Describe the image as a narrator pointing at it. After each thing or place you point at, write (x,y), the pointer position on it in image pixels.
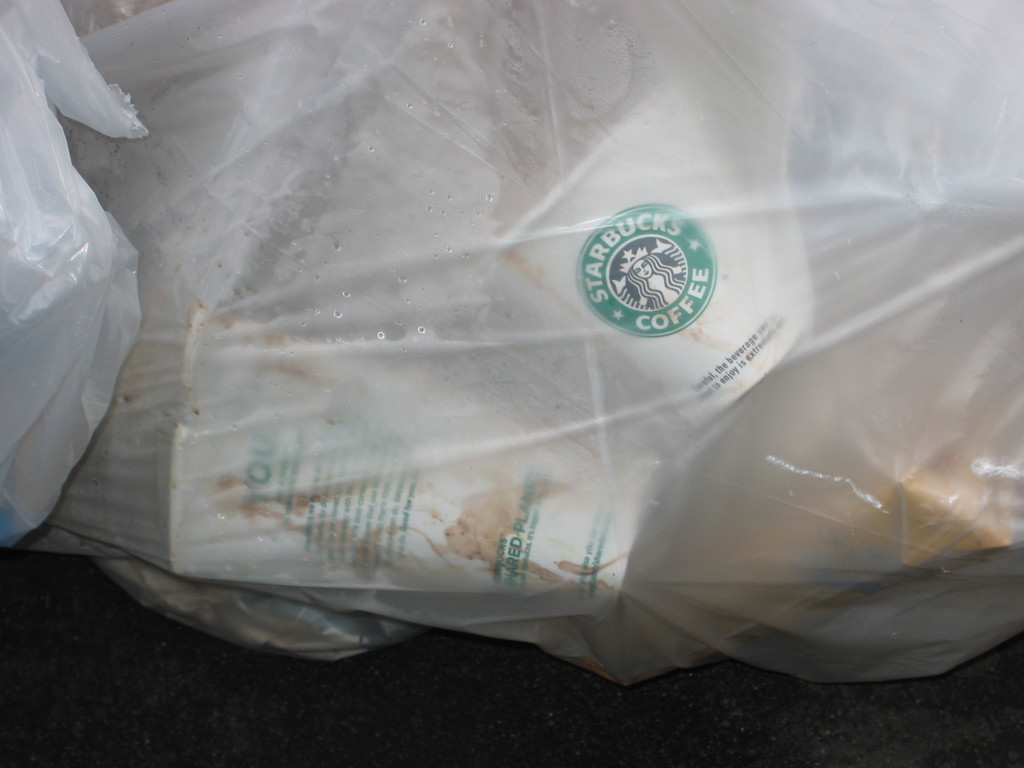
In this picture there are covers (484,184) and there are disposable cups (513,437) inside the cover (871,169) and there is text (766,330) and there is a picture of a woman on the cup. At the bottom (454,718) it looks like a floor (387,723).
